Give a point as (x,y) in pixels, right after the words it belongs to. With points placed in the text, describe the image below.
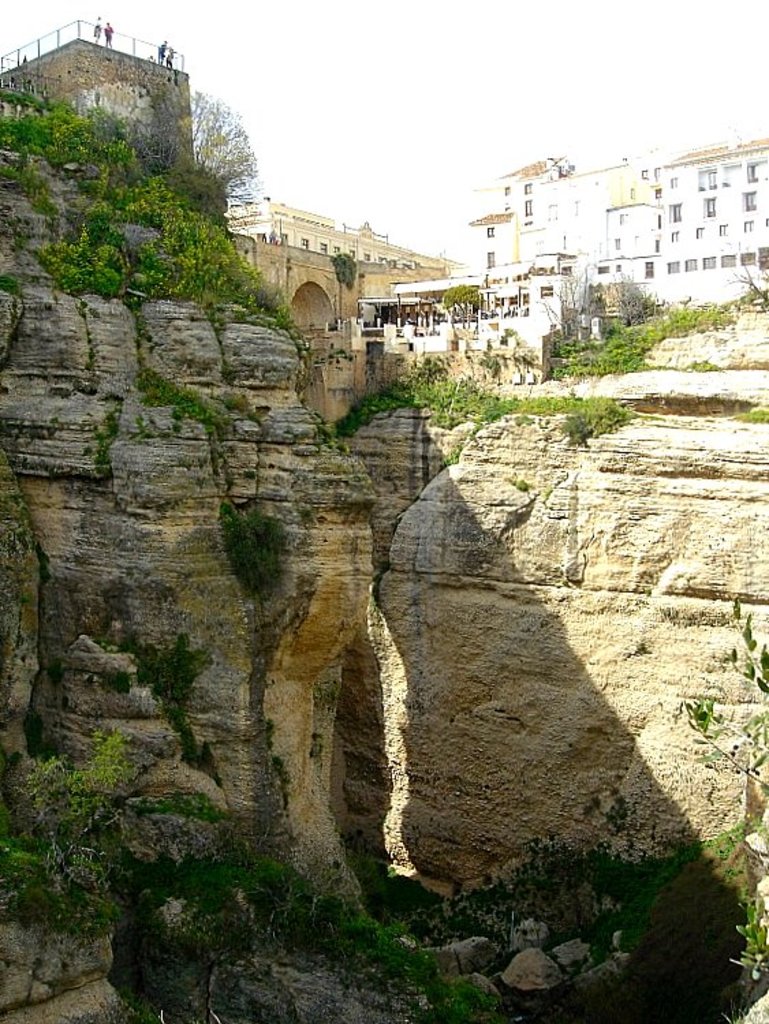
In this image i can see rocks (191,376), grass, buildings (602,199), trees (242,155), there are few people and at the top (187,67) i can see the sky (341,102).
